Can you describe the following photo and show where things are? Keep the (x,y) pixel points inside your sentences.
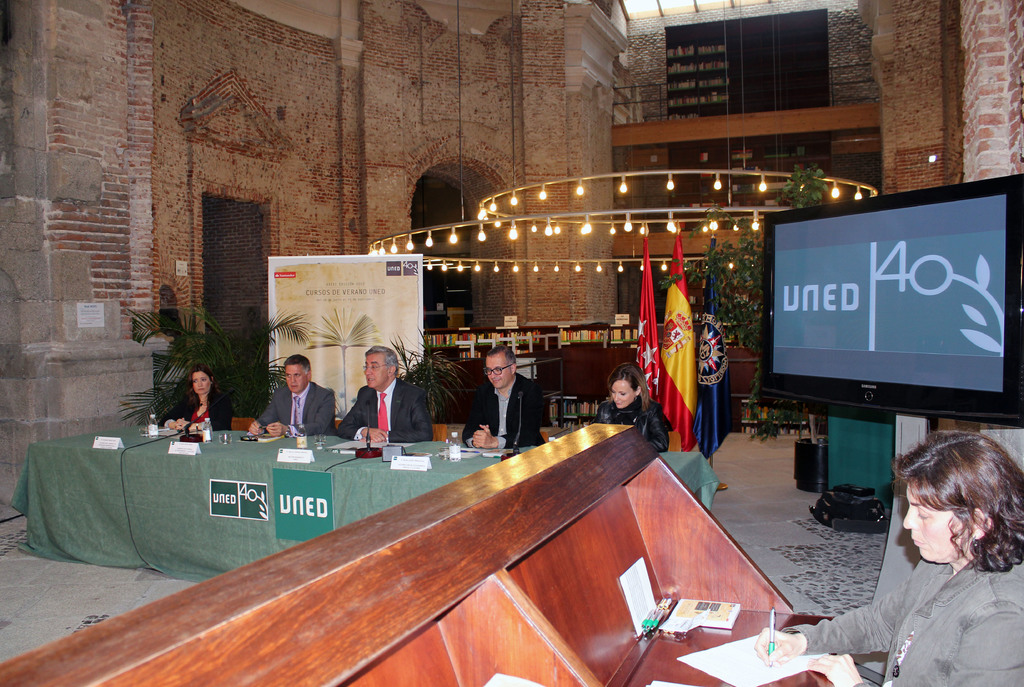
in the room (423,322), there are many people (275,413) having a conference, they are sitting on the chairs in front of them there was a big table (343,455), on the table (238,453) there are different items (305,455), the room (434,237) was decorated with the lights (668,225) flags (670,325) and in the room (653,229) there was led screen (801,295) and also a small plants (774,413) which are used for the decorative purpose.
